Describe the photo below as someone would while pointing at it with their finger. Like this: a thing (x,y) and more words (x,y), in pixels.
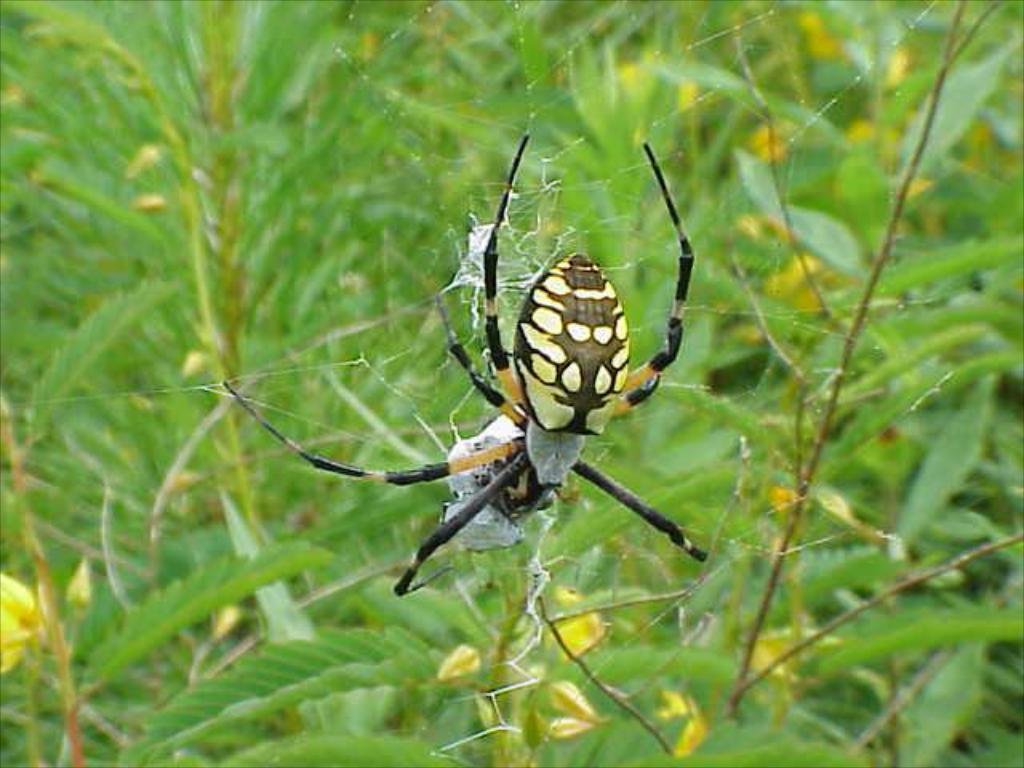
In this image we can see a spider (459,355) on the web (479,255), also we can see the plants (281,169).
